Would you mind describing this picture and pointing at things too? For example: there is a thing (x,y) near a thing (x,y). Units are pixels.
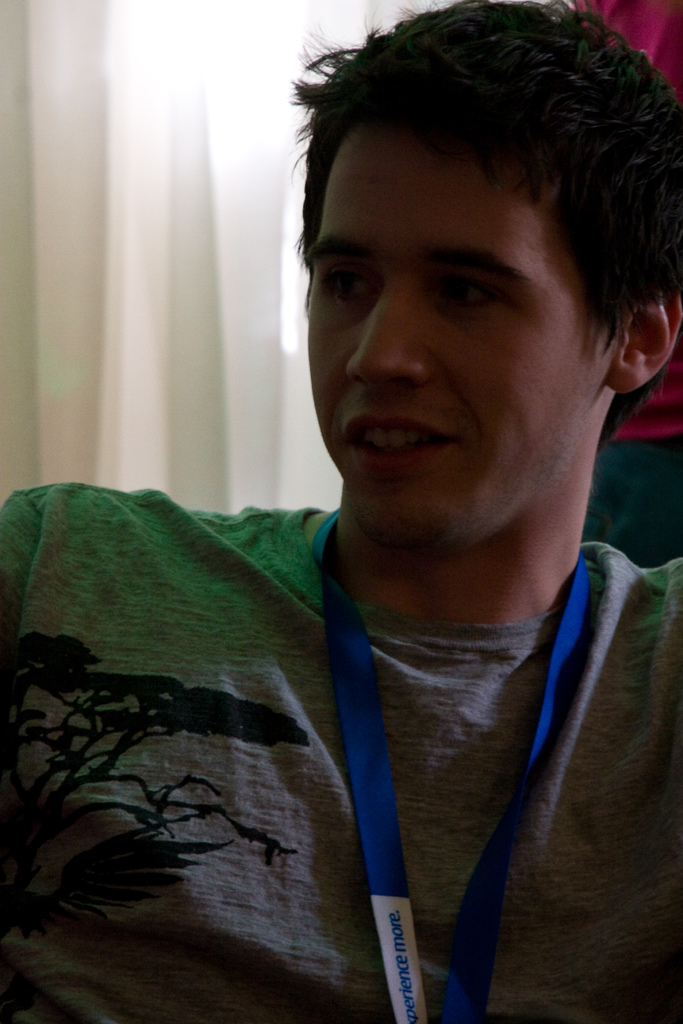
In this picture there is a boy (252,542) wearing grey color t-shirt (350,818) and blue ID card (561,688) in the neck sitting on the chair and looking to the left side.
